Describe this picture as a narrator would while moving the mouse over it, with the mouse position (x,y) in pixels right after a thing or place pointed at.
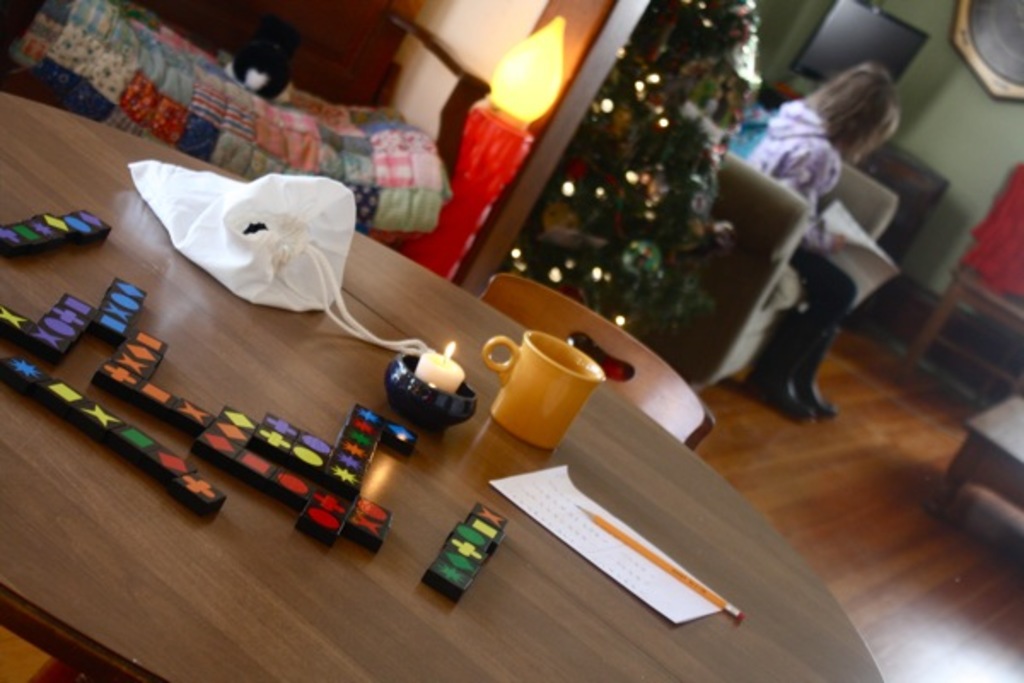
In this picture there is candle (432,374), cloth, cup (525,391), bag (253,264), puzzle pieces (312,454), paper (660,580), pencil (634,549) on the table (71,628). There is a chair (567,315), lamp (536,83), black cat (261,62) on a sofa (270,105). There is tree (668,105) with some lights (654,82). A woman (791,162) is sitting on a chair (752,236) and holding a paper (855,237) in her hand (843,240). To the right (991,252), there is a red cloth (993,273) on the chair (979,285). There is a television (893,53) and a frame (976,71) on the wall (1015,121).
